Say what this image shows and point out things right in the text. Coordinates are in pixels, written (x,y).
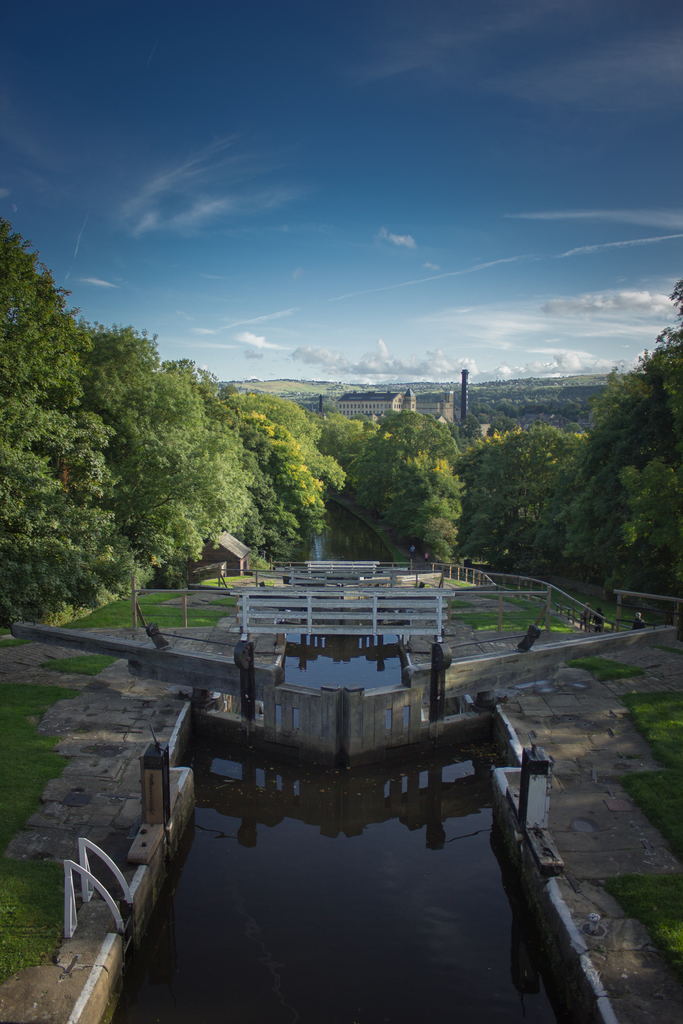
In this picture there is water (368,847) at the bottom side of the image (358,806) and there is a railing (352,614) in the center of the image (349,601) and there are trees (456,561) in the background area of the image (502,403) and there is a building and a tower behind the trees (467,444).
